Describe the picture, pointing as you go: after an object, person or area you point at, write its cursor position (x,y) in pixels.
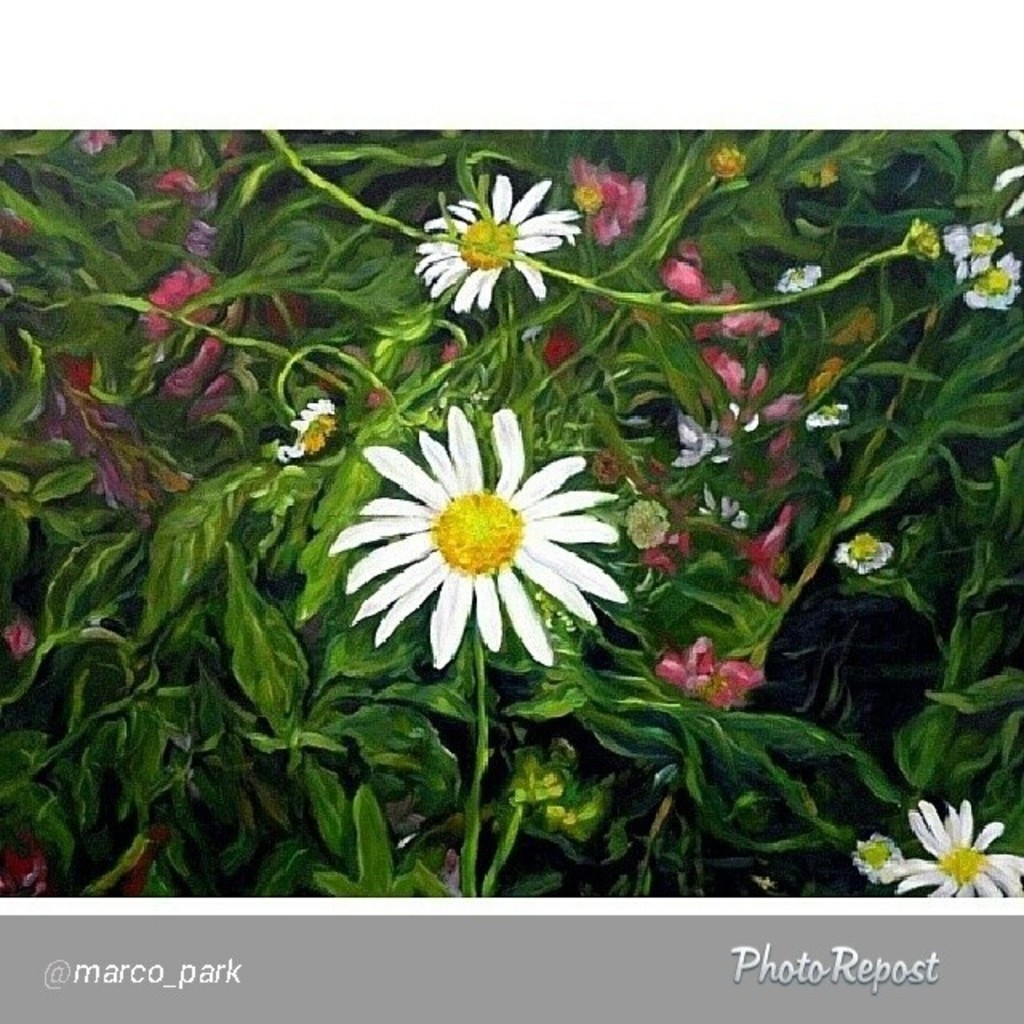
It is an edited image. In this image there are flower plants (429,446). At the bottom of the image (355,960) there is a watermark (52,972).
